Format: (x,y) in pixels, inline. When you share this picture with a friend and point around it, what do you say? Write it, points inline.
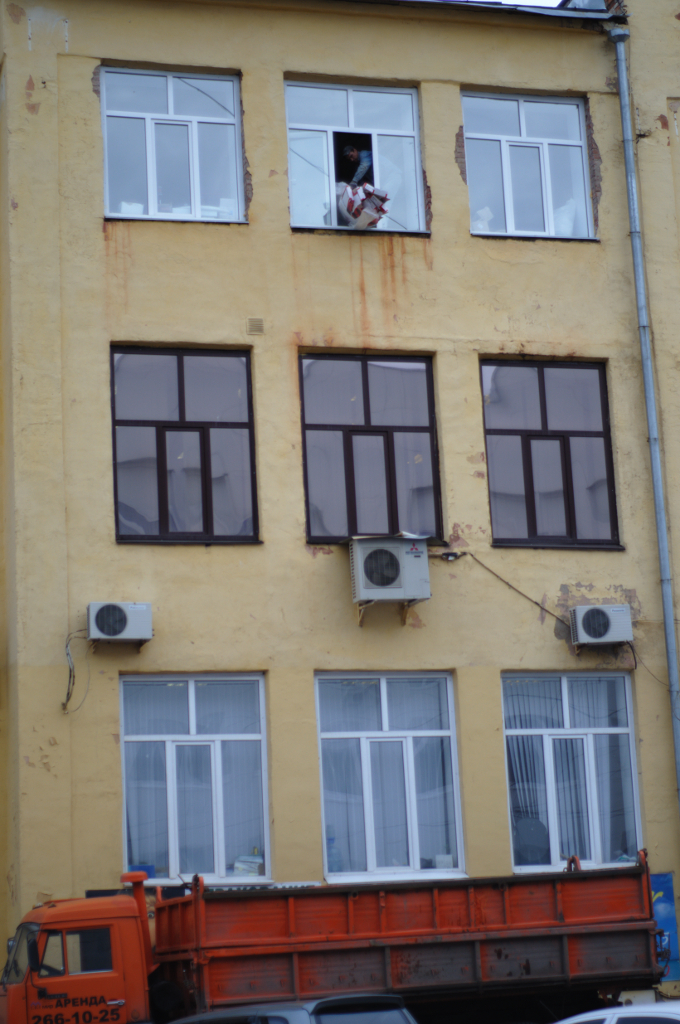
This picture is clicked outside. In the foreground (275,964) we can see the vehicles (429,994) seems to be parked on the ground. In the background (276,180) we can see the building (628,266) and we can see the windows (173,154) of the building (371,660) and we can see the electronic devices (412,562) and through the window (381,165) we can see a person (364,158) holding some objects (366,197) and seems to be standing.
